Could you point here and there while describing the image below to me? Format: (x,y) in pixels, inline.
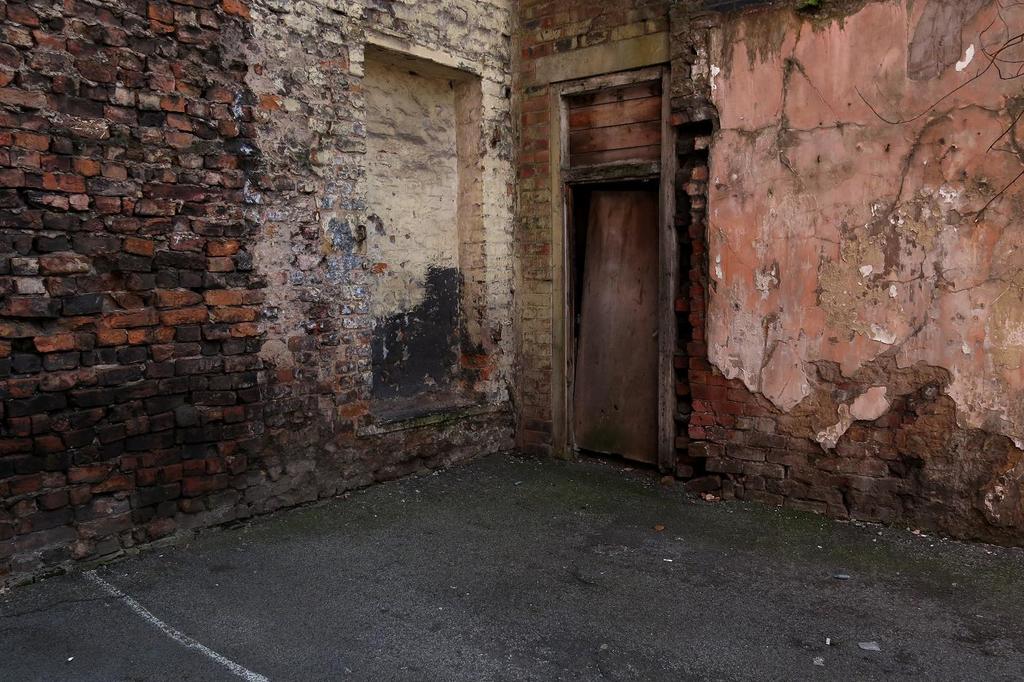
In this image we can see brick wall (472,298) and wooden door (631,330).
